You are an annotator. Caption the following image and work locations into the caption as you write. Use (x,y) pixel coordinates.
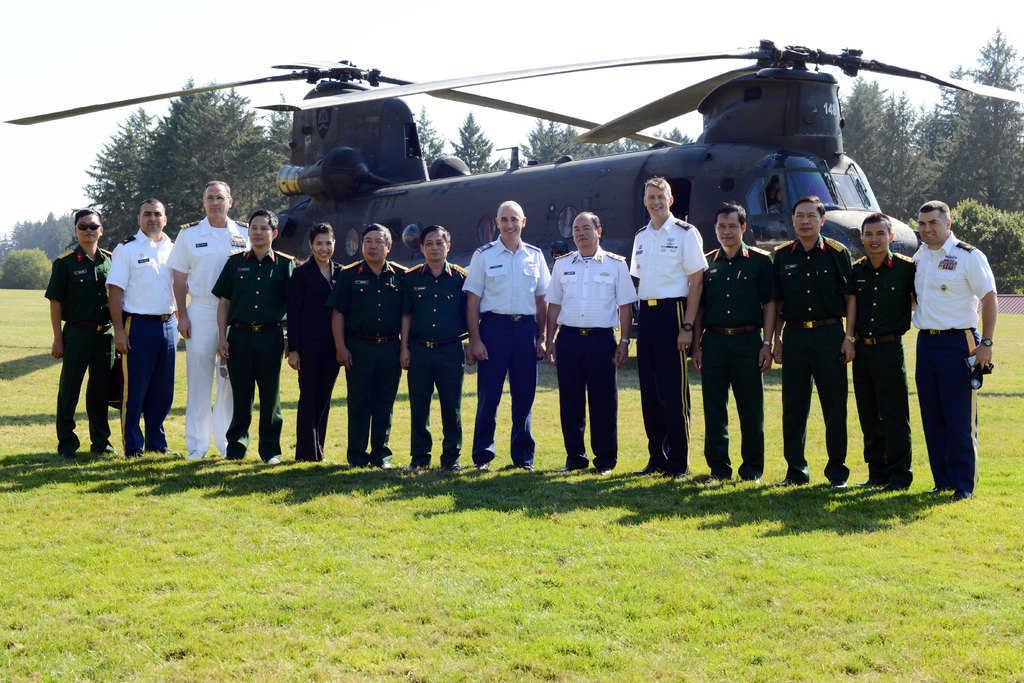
This picture is clicked outside. In the center (511,389) we can see the group of persons (193,259) wearing uniforms (911,296) and standing on the ground (180,476). The ground (264,521) is covered with the grass (810,564) and there is an aircraft (557,183) parked on the ground (1009,490). In the background (500,11) there is a sky (213,61) and we can see the plants (23,262) and trees (1015,206).
